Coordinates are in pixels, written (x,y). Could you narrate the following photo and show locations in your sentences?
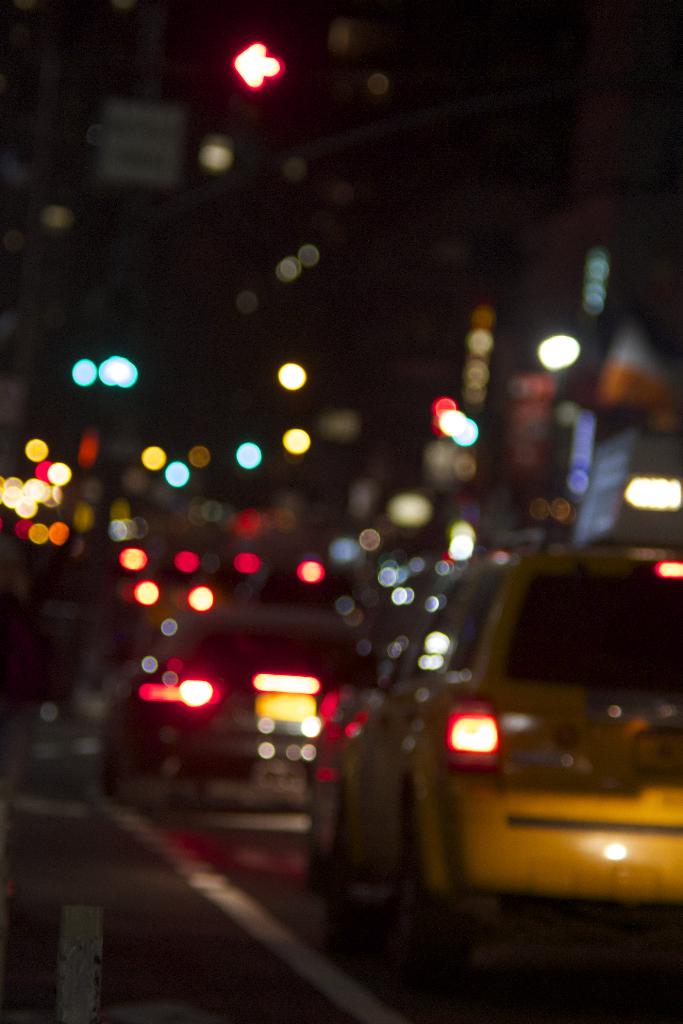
In this blur image, we can see cars (394,730) and some lights (484,370).
